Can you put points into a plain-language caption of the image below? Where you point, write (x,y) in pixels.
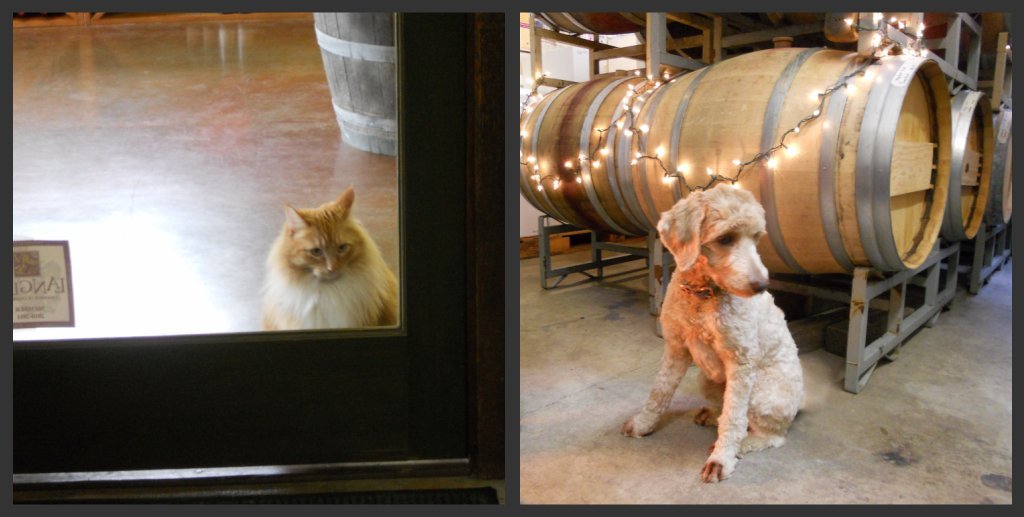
This picture consists of inside view of the building (260,118) and I can see a door (166,307), in front of the door (221,243) I can see a cat (317,223) and object (340,114) and I can see a dog (689,216) and drums (736,167) and rods (950,35) visible on the right side (722,136), on top of drums (793,106) I can see lights (559,186).
